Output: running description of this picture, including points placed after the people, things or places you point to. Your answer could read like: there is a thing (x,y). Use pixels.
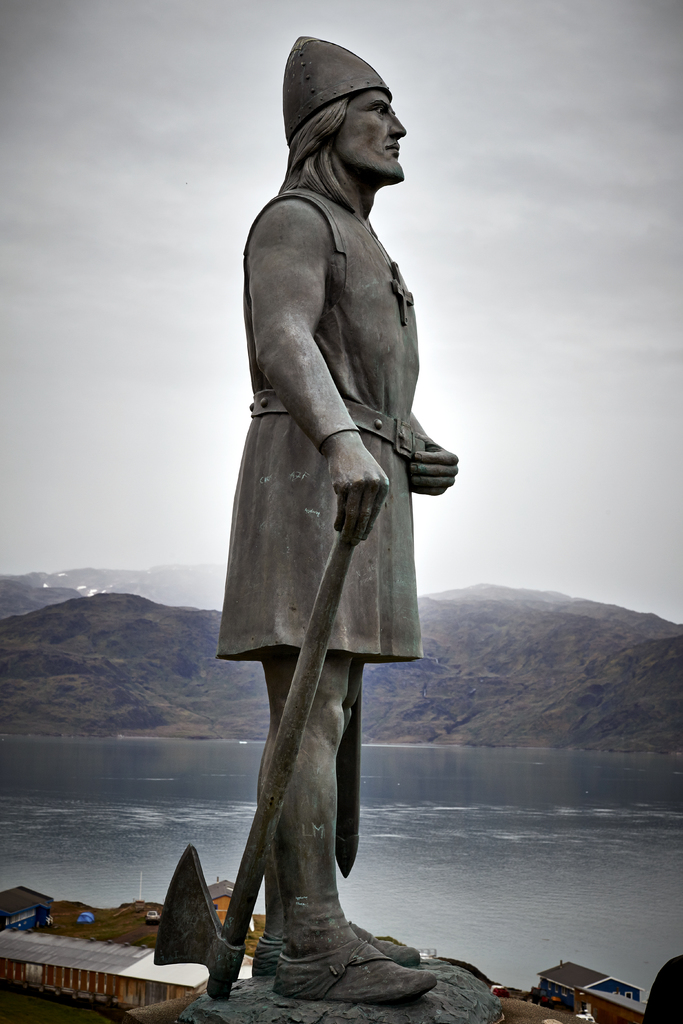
This image consists of a sculpture (277,792). In the background (651,853), we can see the water (644,855) along with mountains (191,575). At the top (166,181), there are clouds (81,513) in the sky (35,395). At the bottom left (65,971), we can see a shed (48,973).
